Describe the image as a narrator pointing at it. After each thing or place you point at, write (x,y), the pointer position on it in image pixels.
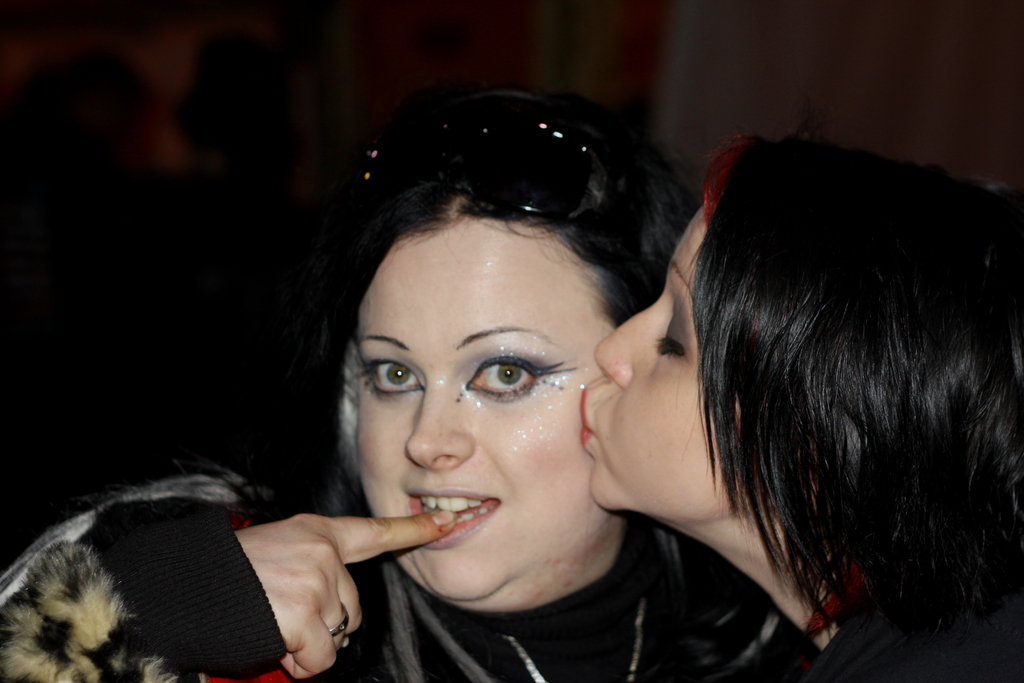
In this picture we can see one girl (726,481) is kissing to the woman (470,477).
